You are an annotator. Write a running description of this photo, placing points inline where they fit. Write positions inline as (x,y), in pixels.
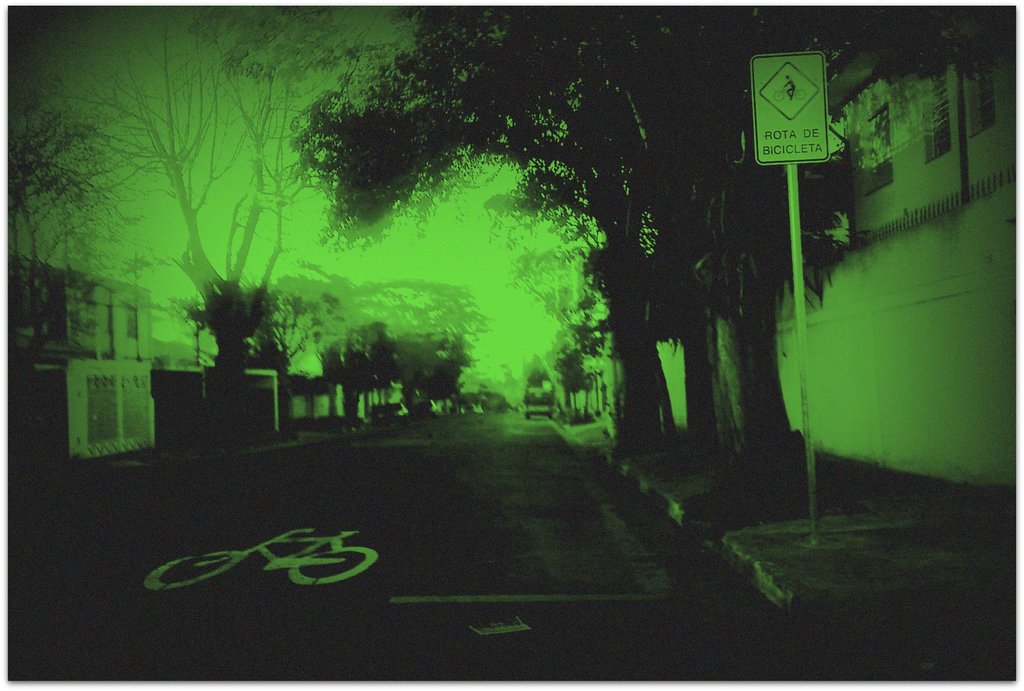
In this image we can see a road (369,568). On the sides of the road (386,481) there are trees (645,287). Also there is a sign board (771,115) with a pole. And there is a wall (914,340). And the image is looking green.
